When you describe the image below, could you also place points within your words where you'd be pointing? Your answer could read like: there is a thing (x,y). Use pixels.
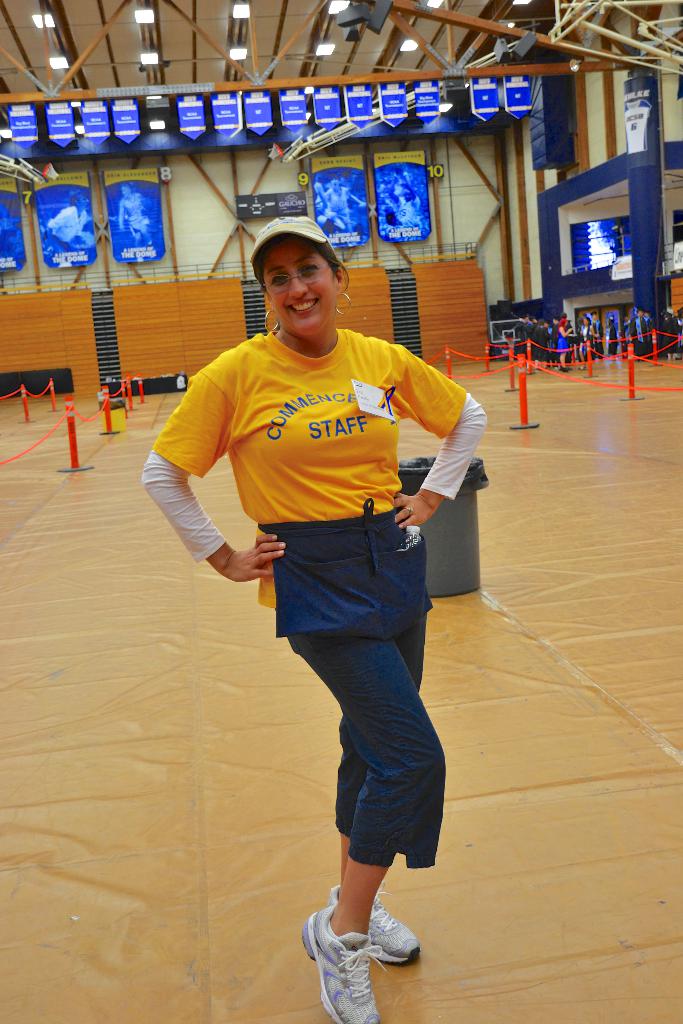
In the center of the image (374,526) we can see a lady (365,624) is standing and smiling and wearing a cap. In the background of the image (349,266) we can see the barricades (522,419), wall (449,193), boards (78,216), pillars (555,276), screen (577,248) and a group of people (678,328) are standing. At the top of the image (265,29) we can see the rods (281,53), roof (258,47) and lights (242,53). At the bottom of the image (264,908) we can see the floor (222,780). In the middle of the image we can see a bin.
